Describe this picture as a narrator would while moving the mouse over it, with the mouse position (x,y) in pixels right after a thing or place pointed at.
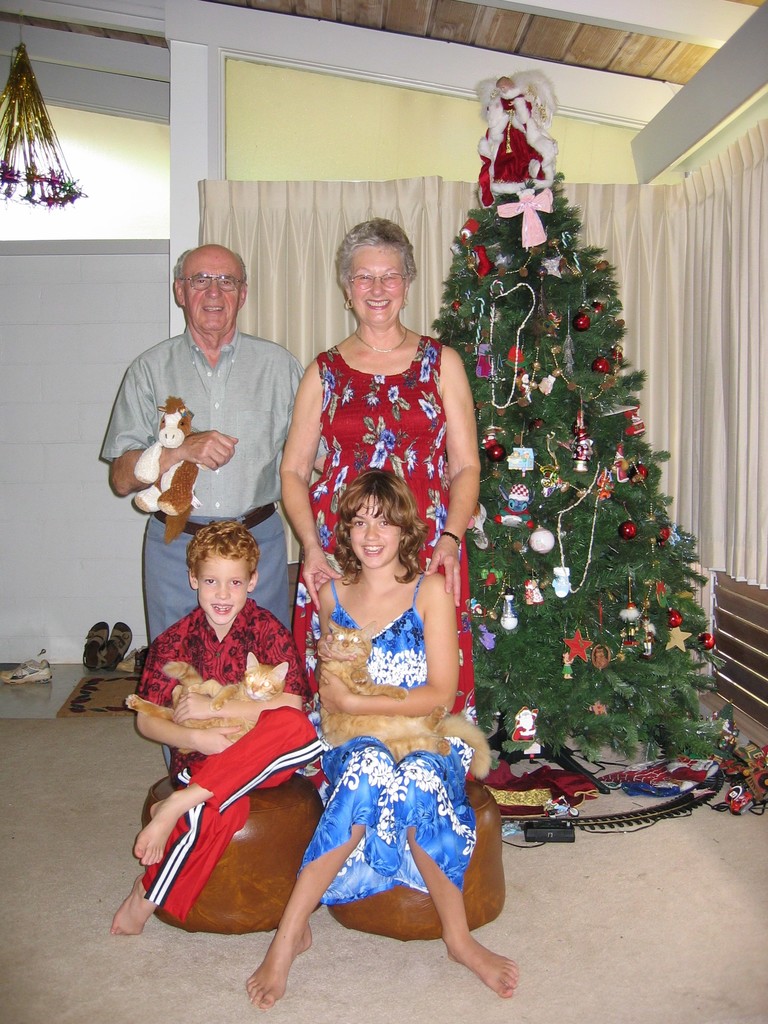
In this picture I can see there is a man (217,416) and a woman (317,392) standing and the man (206,434) is holding a toy (197,477), there is a woman (346,395) standing next to him, she is smiling and wearing a red dress (430,481), there are two kids (380,870) in front of them, they are holding cats (348,678) and they are sitting. There is a Christmas tree (544,543) at right side (588,531) and there is a wall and a curtain (267,216) in the backdrop (78,283). There are two pairs of footwear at left (111,639).
